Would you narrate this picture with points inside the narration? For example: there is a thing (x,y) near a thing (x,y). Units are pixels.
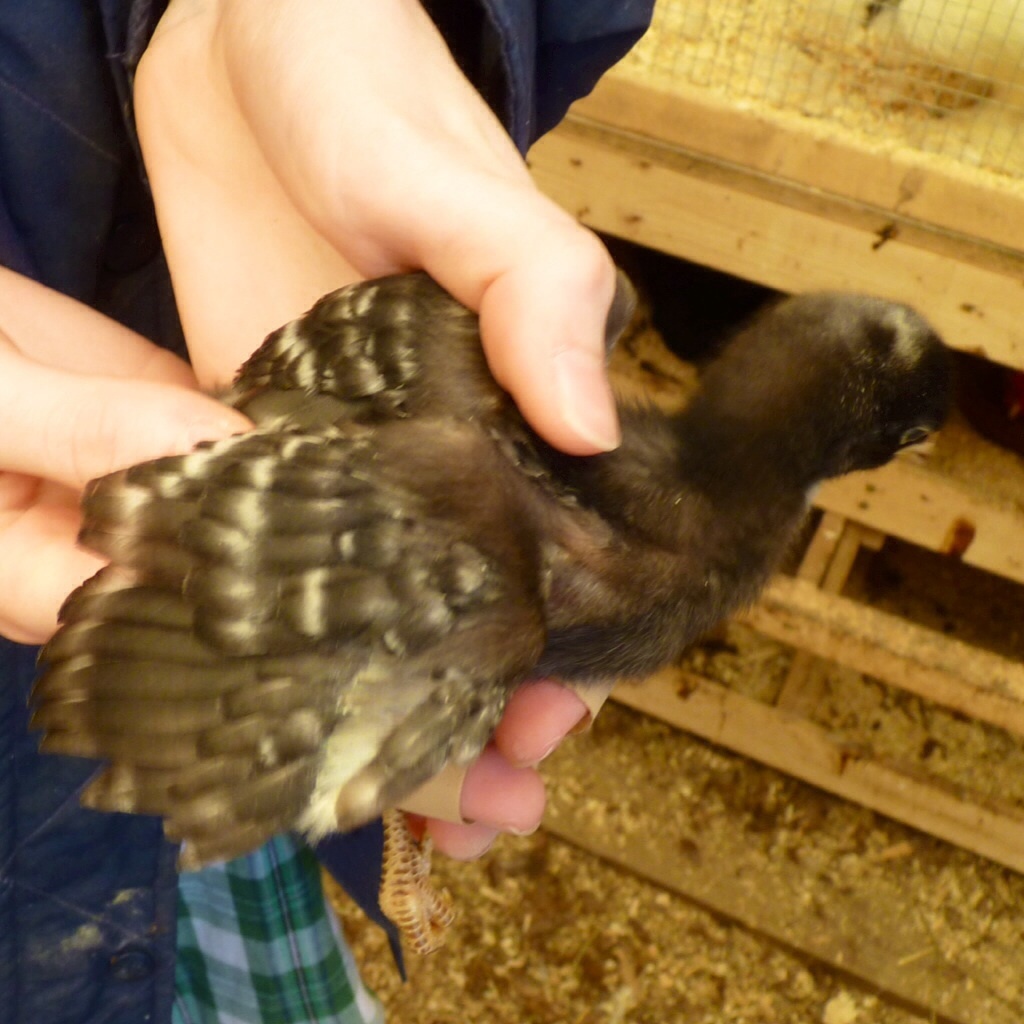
There is a bird (223,673) in a person hands (102,438) on the left (240,725) and we can see a wooden object (763,129) and welded mesh wire (789,60) and dust (377,934) on the ground (556,1023).
